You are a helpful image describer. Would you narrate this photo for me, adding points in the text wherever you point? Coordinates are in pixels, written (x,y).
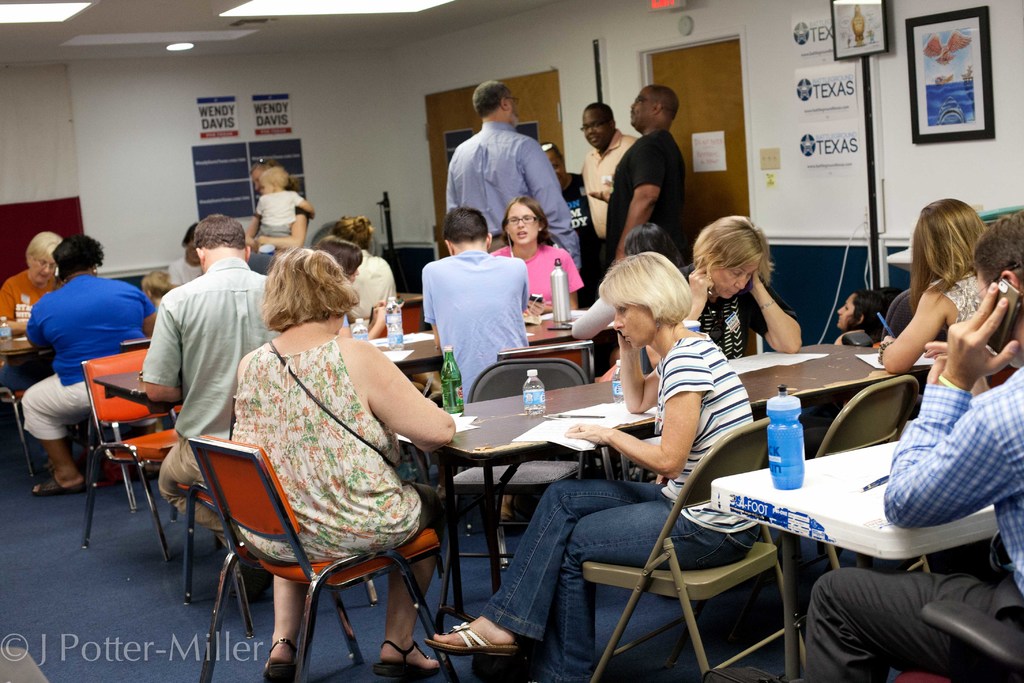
In this picture, there are many people (193,379) sitting in front of their respective tables (491,414). On the table (483,425) there is a water bottle (539,397), papers (576,422) and pens (567,418). There are some men (530,182) standing here. In the background (704,164) there is a door (725,175) and a wall (127,134) here.
